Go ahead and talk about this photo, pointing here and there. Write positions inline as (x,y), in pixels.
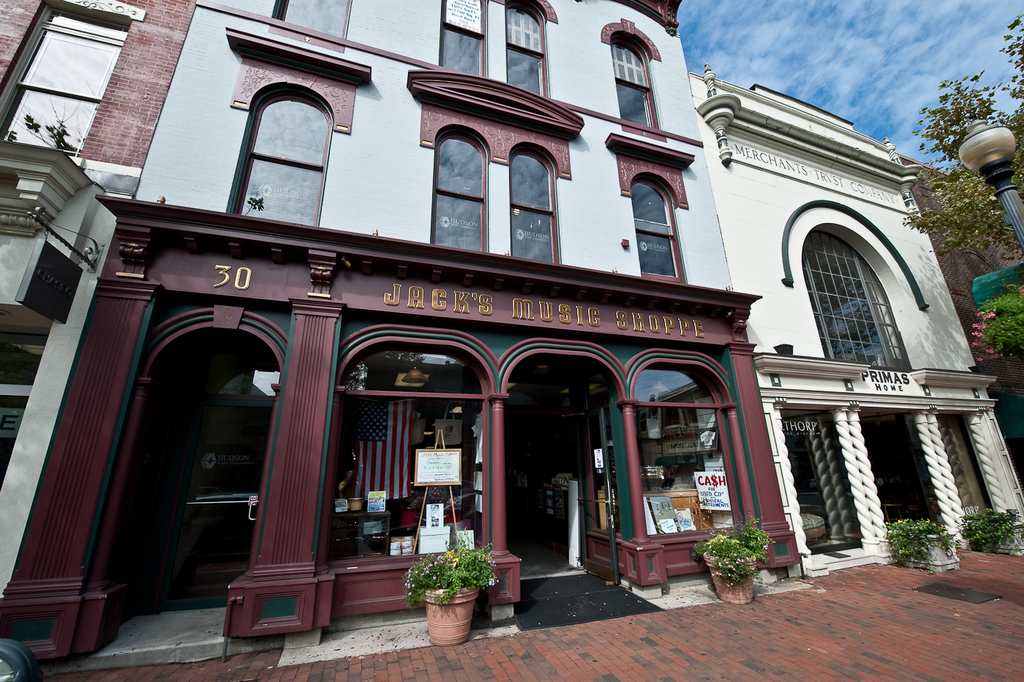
In this image in front (725,300) there are buildings (683,319). In front of the buildings (700,528) there are flower pots (906,531). On the right side of the image (955,193) there are trees (964,206). There is a light (979,145). In the background of the image (911,51) there is sky (878,36).
